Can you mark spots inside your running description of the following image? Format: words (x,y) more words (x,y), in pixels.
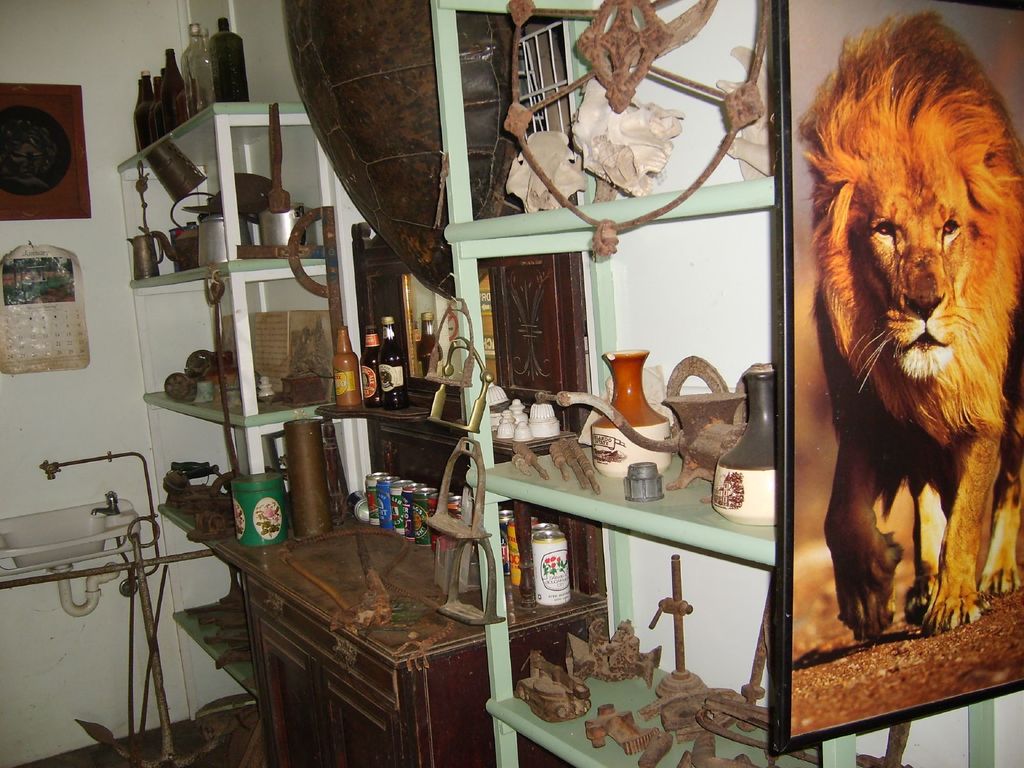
In this image, we can see shelves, table (292,583) and sink (75,538) with tap (111,504). Here we can see so many things (468,432) and objects (377,388) are placed on the shelves (501,466) and table (538,608). On the right side (936,382), we can see poster (958,418). Left side of the image (32,301), we can see calendar (32,301) and object (54,191) are on the wall (133,309).
